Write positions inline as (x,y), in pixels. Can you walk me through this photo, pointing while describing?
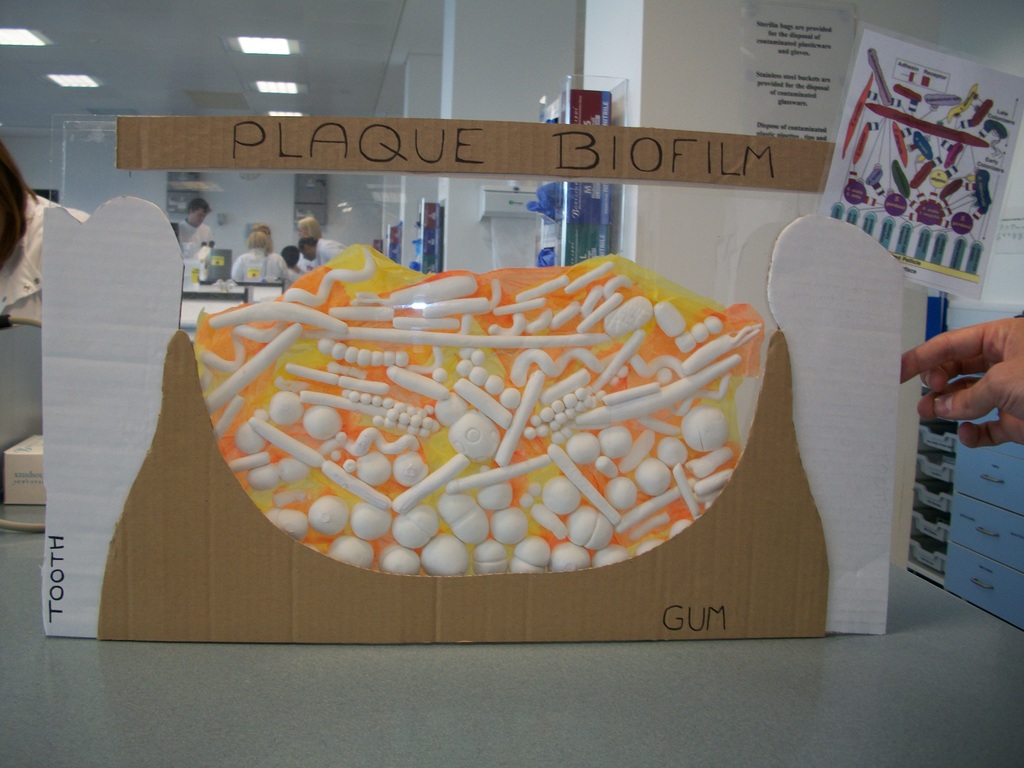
In this picture, we see a glass board (253,209) and a cardboard (115,274) with some text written on it. Beside that, we see a chart (945,76) and behind that, we see a pillar (689,64) on which a poster (763,126) is pasted. Behind that, we see the pillars (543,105) and the boxes (581,203) in white, blue and red color. We see the people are standing. On the left side (25,261), we see a woman (40,295) is standing. On the right side (934,371), we see the hands (962,393) of the person (934,398) and the drawers (959,552) in blue color. At the top (387,41), we see the ceiling (114,21) of the room (335,31).
